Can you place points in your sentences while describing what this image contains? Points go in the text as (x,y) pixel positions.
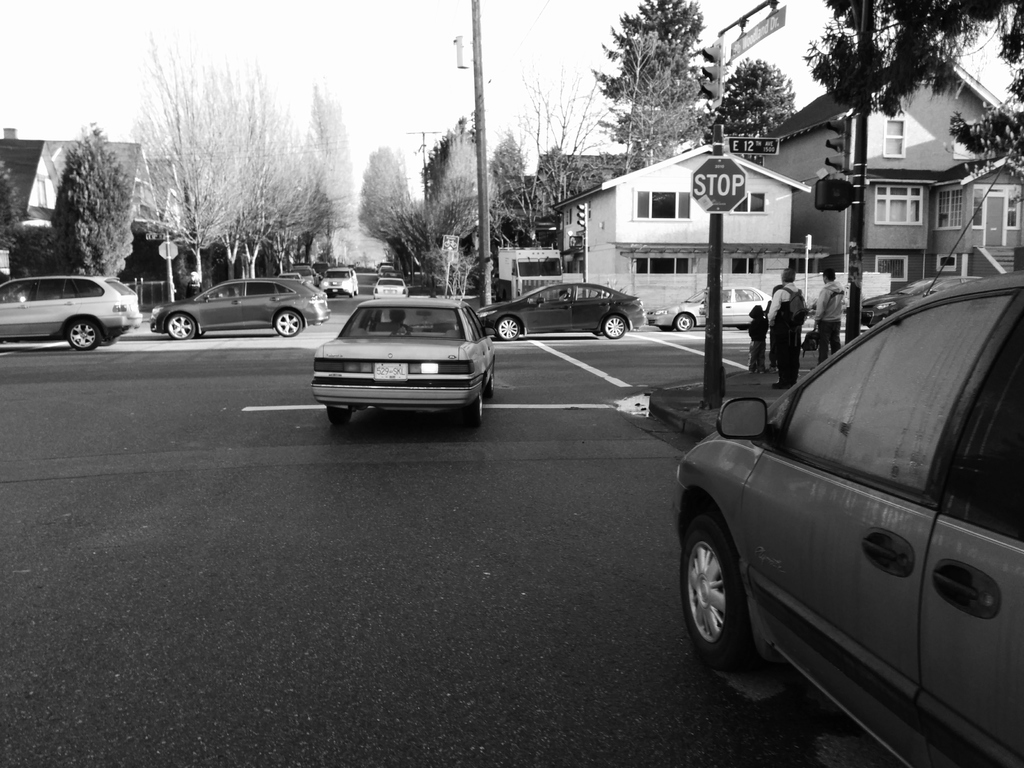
This is a black and white image, in this image there are cars (480,417), people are standing, on the footpath (692,420) and there are poles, trees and houses (787,121).
